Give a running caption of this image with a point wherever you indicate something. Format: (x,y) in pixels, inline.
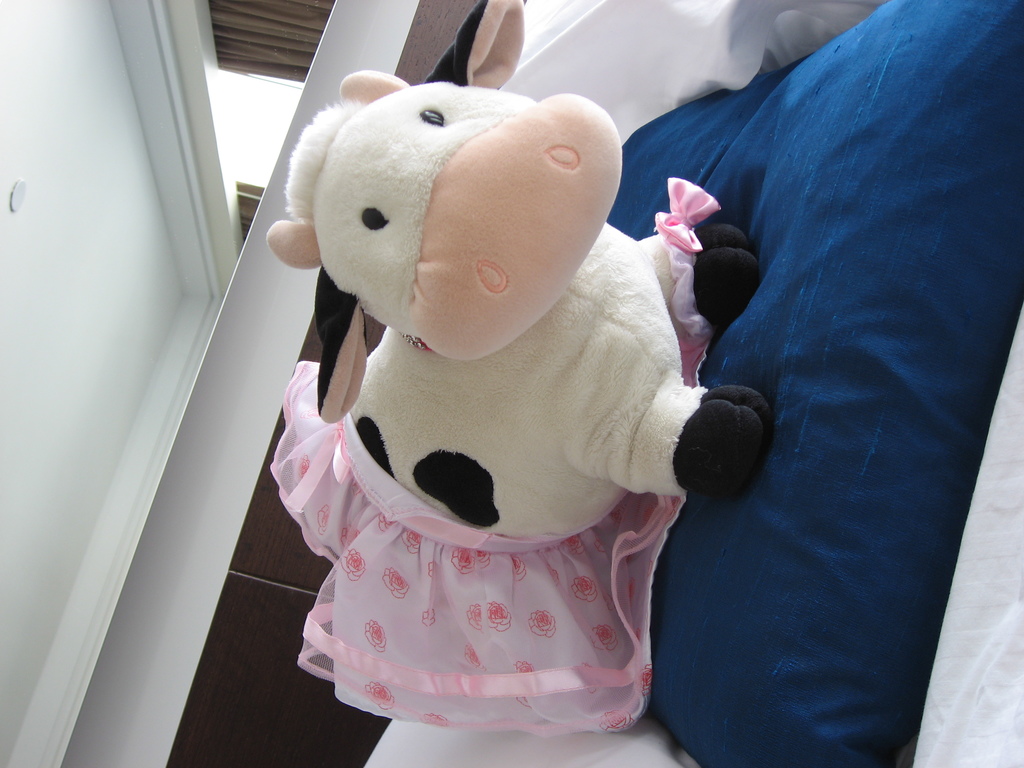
There is a doll (542,448), which is having pink color skirt (323,539) on the blue color pillow (818,99), which is on the bed (999,557), which is covered with white color bed sheet (1001,678). In the background (264,50), there is curtain (270,33) near white color roof (105,155).
